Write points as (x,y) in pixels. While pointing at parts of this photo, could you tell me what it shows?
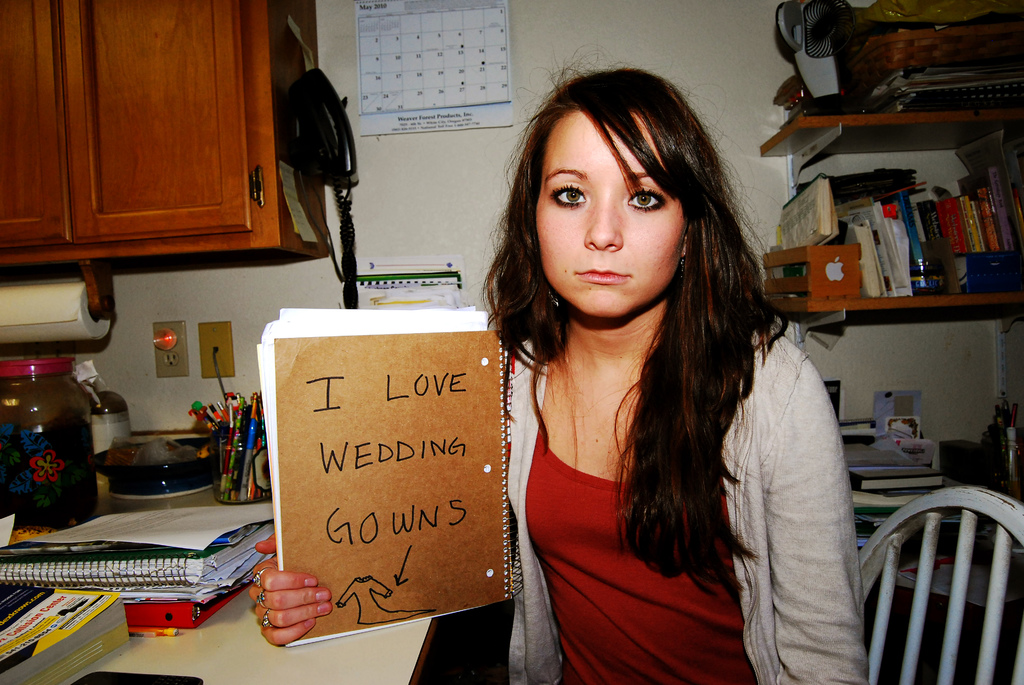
In this picture we can see woman (596,164) carrying book (386,552) in her hand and beside to her we have table (204,628) and on table (153,636) we can see books (78,560), pens (245,408), pen stand (220,470), jar (58,387), roller (47,308), cup board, telephone (353,168), calendar (443,62), wall (648,35), racks (875,147) and chair (932,495).
